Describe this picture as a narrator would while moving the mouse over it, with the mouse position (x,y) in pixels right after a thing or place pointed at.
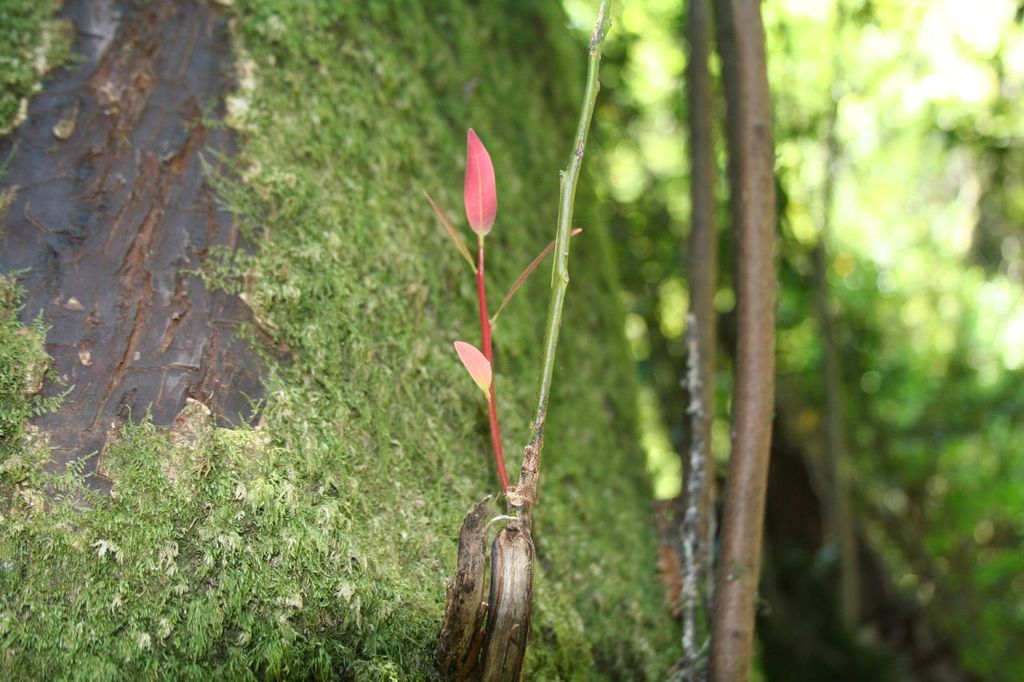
In this image there is grass (469,273) and trees (513,279).
